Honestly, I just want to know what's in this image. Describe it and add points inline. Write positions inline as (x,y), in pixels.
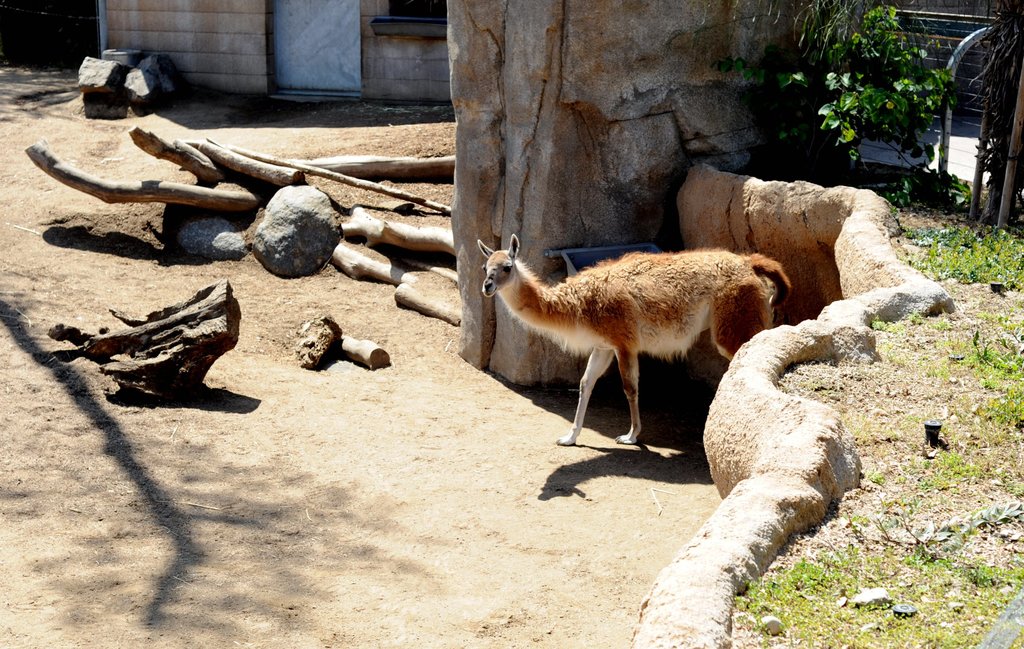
In the image I can see an animal (509,306) is standing on the ground (616,397). I can also see the grass (891,330), wooden branches (216,329), rocks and other objects (311,322) on the ground (294,307). In the background (197,16) I can see a wall (205,33).
